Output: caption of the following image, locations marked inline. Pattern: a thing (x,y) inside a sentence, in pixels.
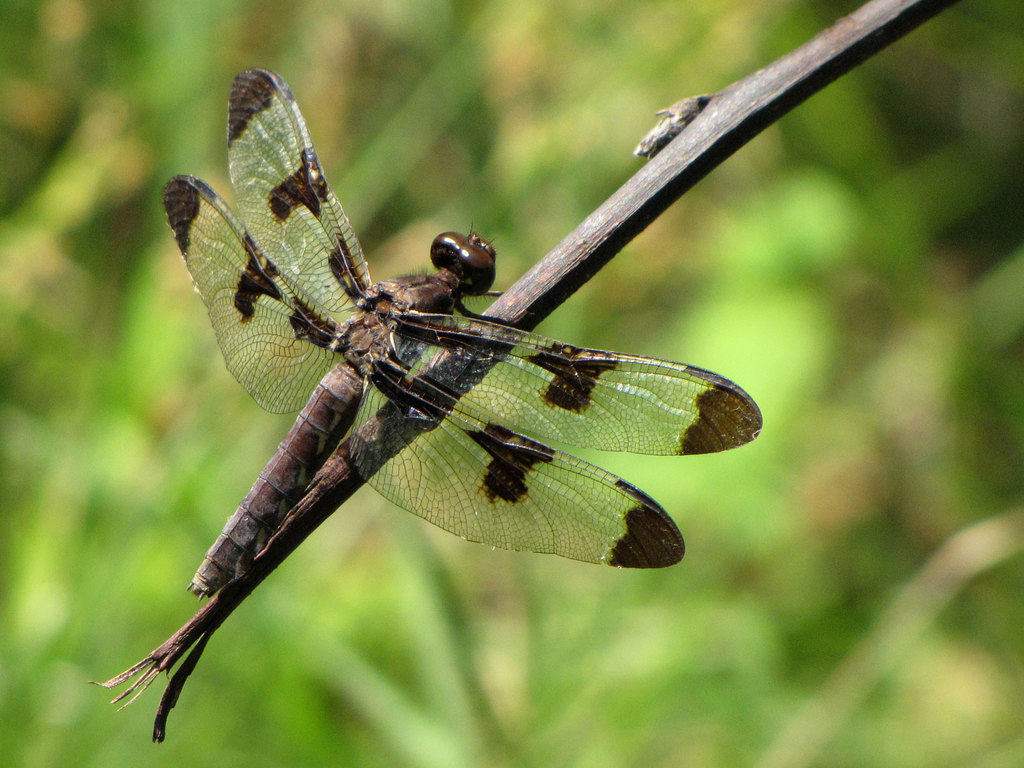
In the center of the picture (426,336) there is a dragonfly (406,414) on a stem (509,314). The background (832,140) is blurred. In the background (679,522) there is greenery (310,123).
